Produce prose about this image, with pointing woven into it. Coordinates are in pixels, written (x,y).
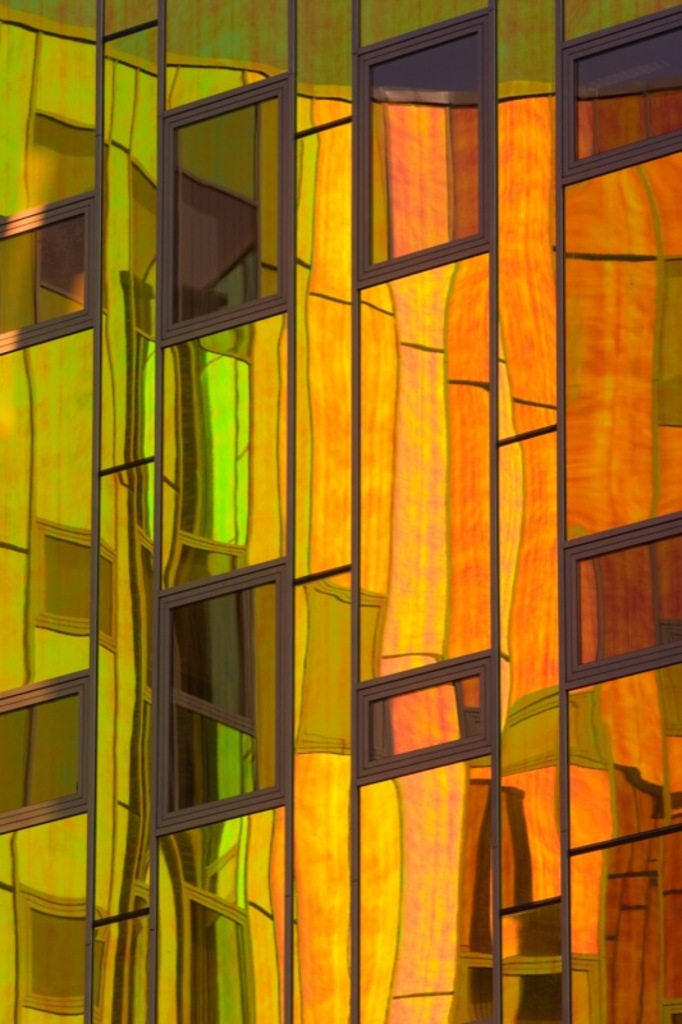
In this image we can see a stained glass (541,732).
